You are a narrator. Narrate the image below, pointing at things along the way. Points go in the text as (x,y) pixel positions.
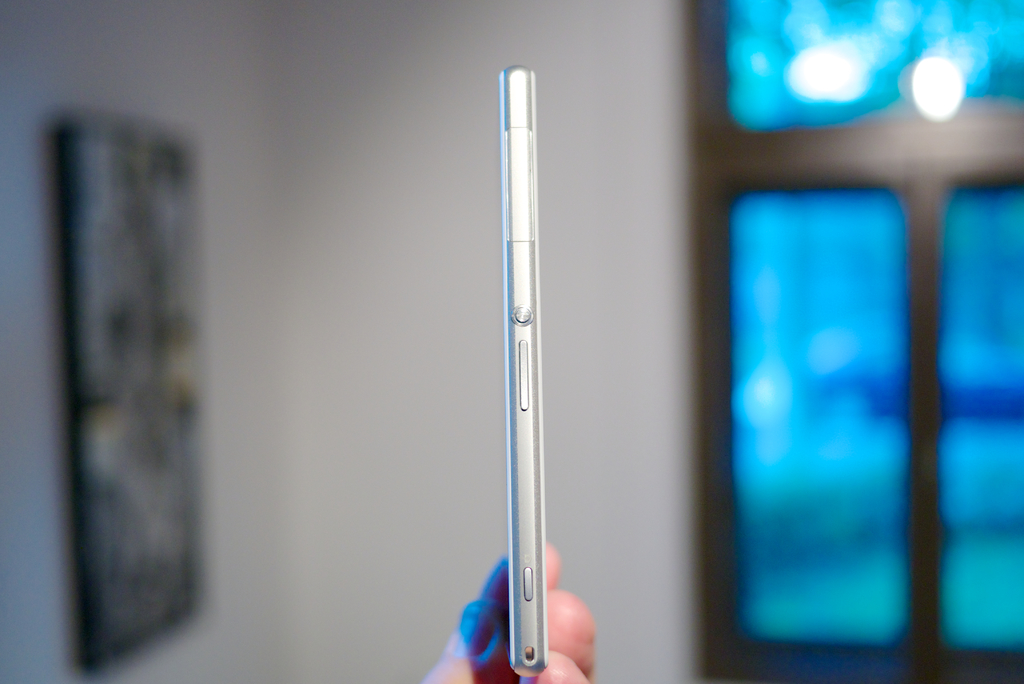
In this picture there is a phone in the center of the image (509,269), there is a portrait (161,381) on the left side of the image (66,512) and there is a window (746,357) on the right side of the image (883,482).
